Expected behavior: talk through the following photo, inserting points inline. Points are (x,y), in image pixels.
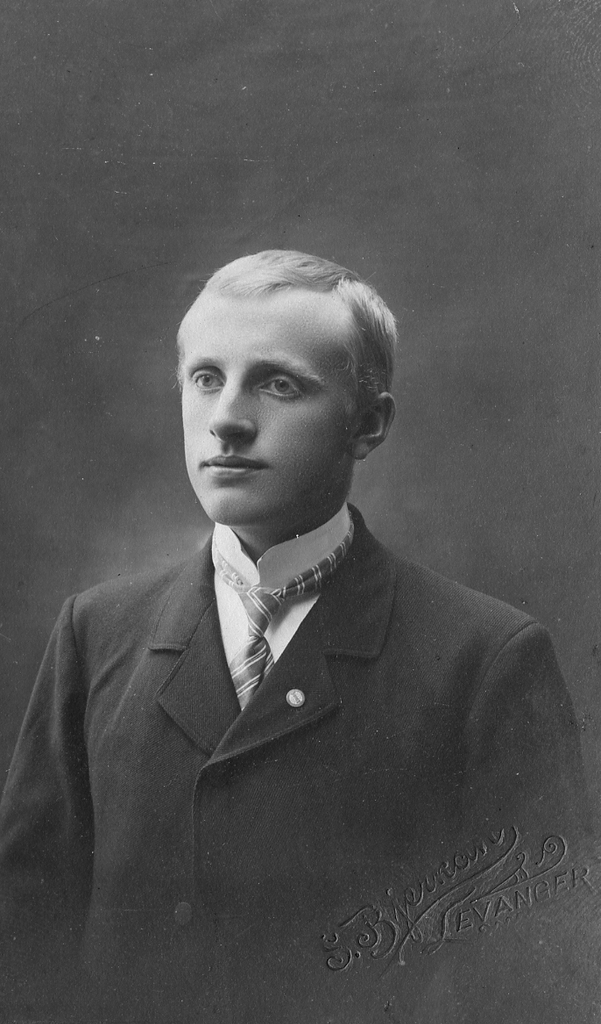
In this picture I can see image of a man (250,577) and a black background (314,211) and I can see text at the bottom right corner of the picture (517,829).
